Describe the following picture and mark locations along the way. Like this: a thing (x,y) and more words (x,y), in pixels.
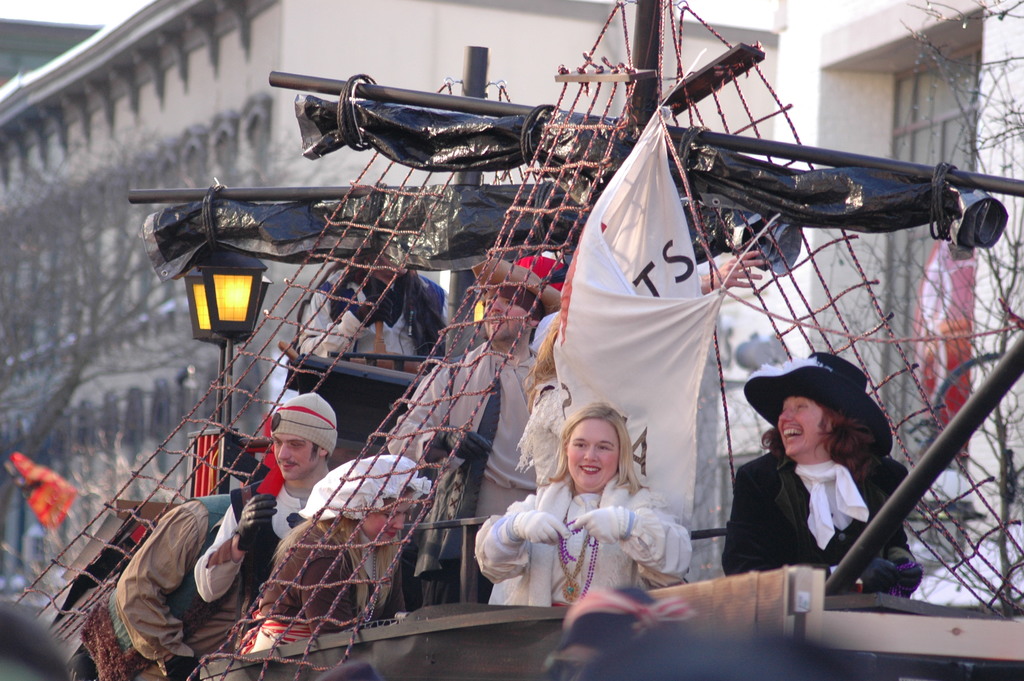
In the middle of the image (507,248) few people (733,259) are standing in a vehicle (144,513). Behind them we can see some trees (1014,258), poles (472,180) and buildings (188,89).
